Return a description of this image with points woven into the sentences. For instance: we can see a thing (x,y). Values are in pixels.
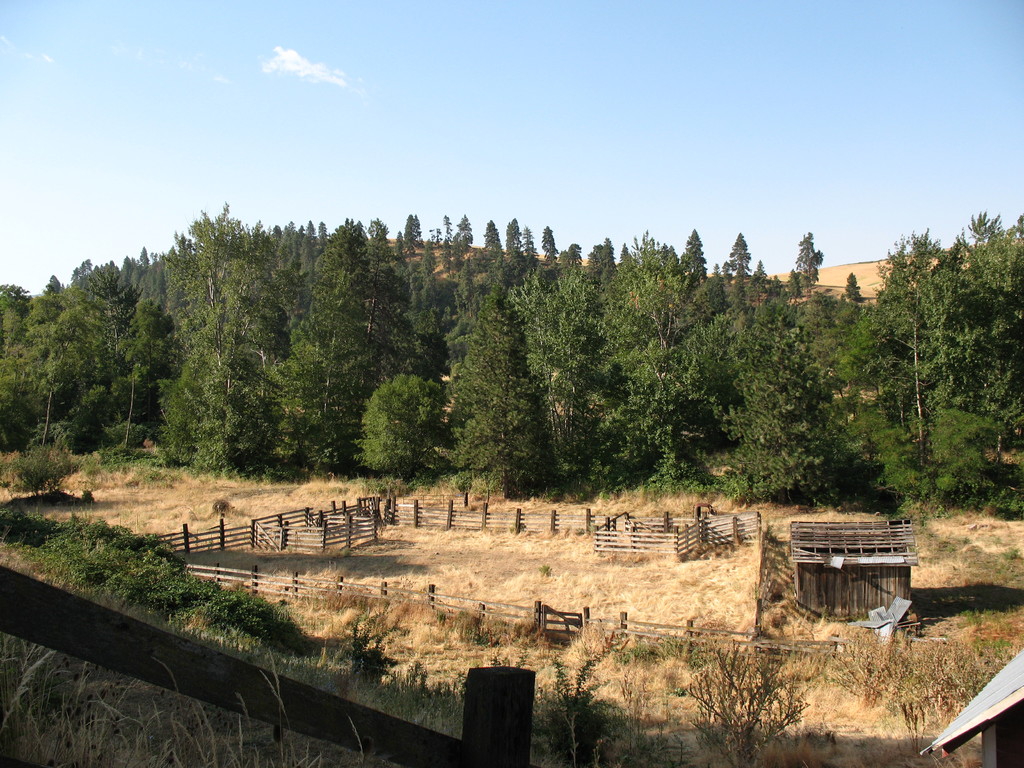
In this picture we can see trees (614,357) in the background (707,357), at the bottom (629,719) there is grass (670,729) and some plants (206,614), we can see a house (825,596) and fencing (814,643) in the middle (392,503), there is the sky (507,159) at the top of the picture (531,23).
